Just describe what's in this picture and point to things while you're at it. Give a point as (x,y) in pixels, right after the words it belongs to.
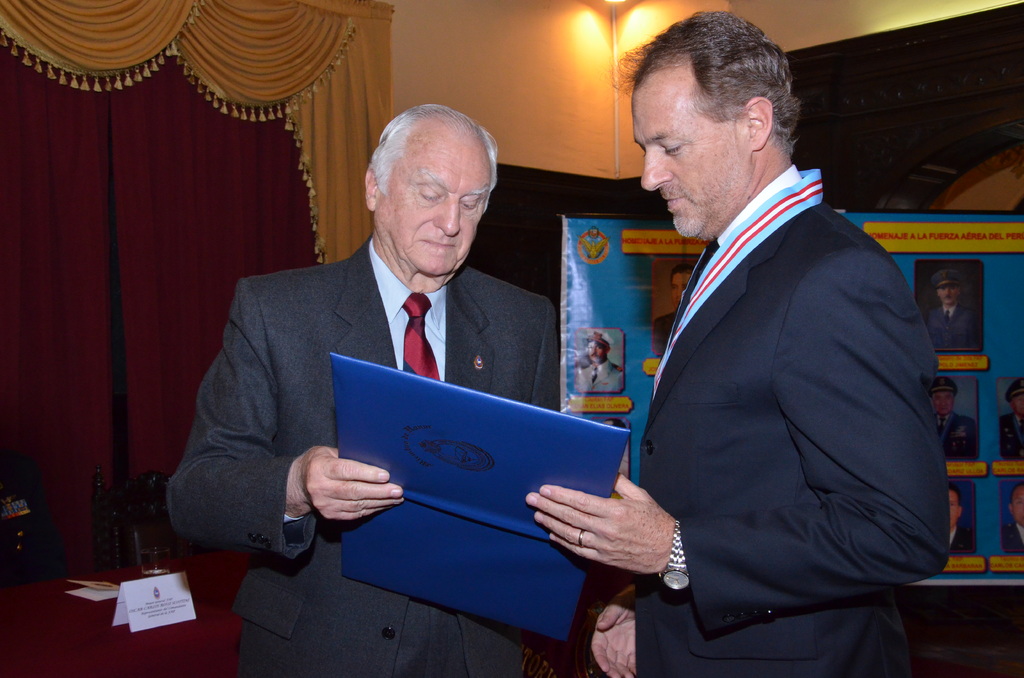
There are two persons (802,387) holding a book (490,545) with their hands (650,526). Here we can see a curtain (161,268), card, and posters (586,234). In the background (553,3) we can see a wall (941,39) and lights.
